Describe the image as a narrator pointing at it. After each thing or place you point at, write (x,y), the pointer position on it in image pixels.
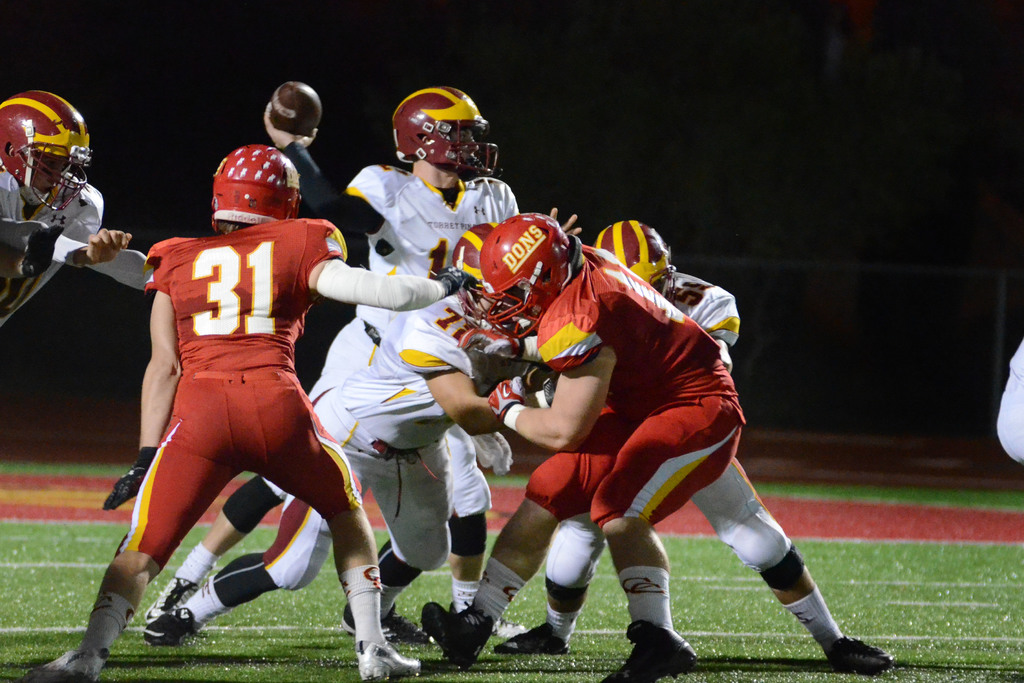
In this image i can see the sports persons (461,455) playing on the ground (901,562), at the bottom (610,605) i can see the grass (963,497).
